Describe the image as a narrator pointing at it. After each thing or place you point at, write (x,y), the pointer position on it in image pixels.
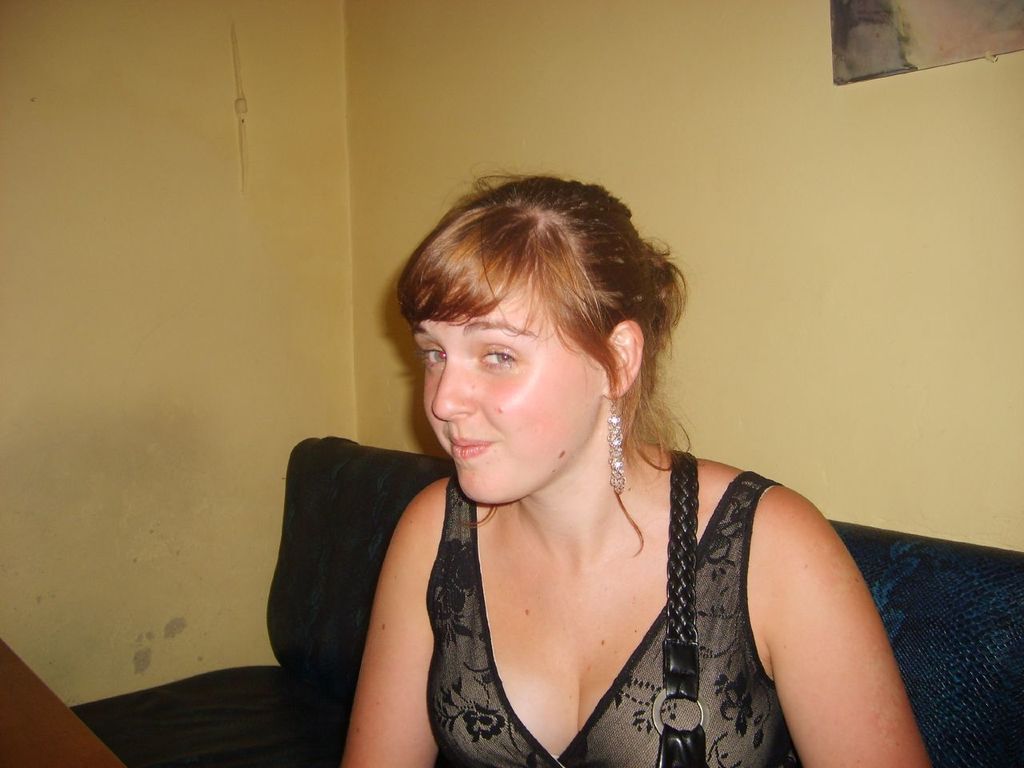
In this picture we can see a woman (587,571) sitting on a sofa (337,652) and in the background (221,661) we can see a photo frame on the wall (326,297).
